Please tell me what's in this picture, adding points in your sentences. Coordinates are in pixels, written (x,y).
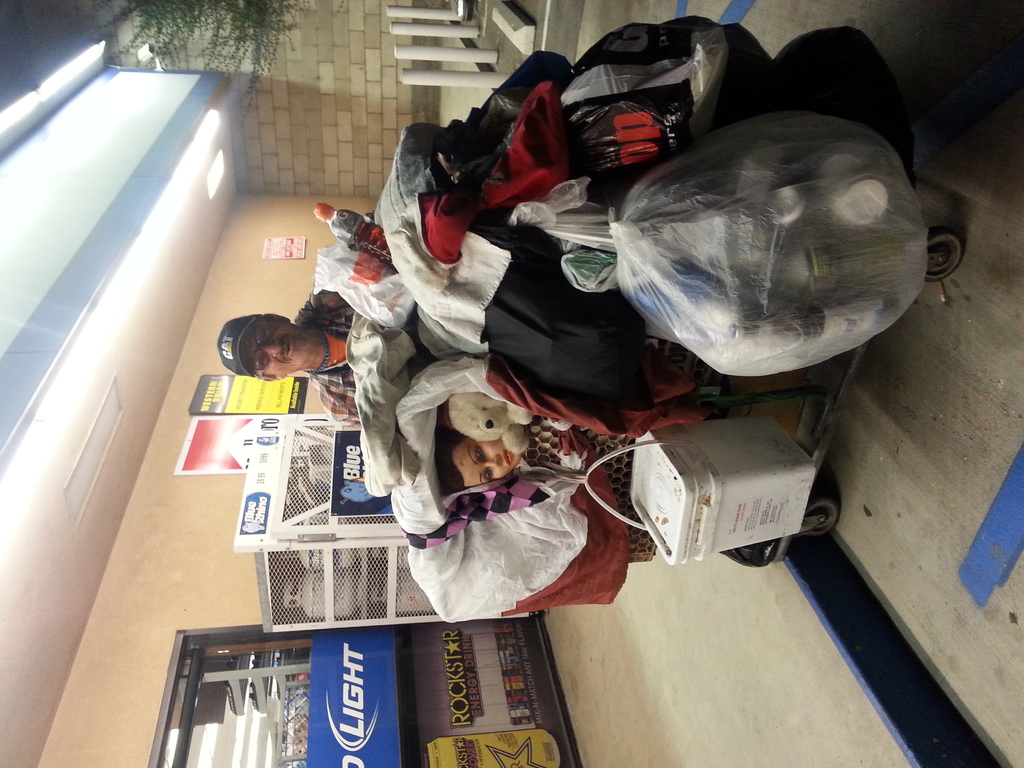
The image is inverted. On a trolley (540,592) there are many clothes (371,360), toys (501,443), basket (716,451), polythene bags (618,221) are there. A person (346,386) is standing behind the trolley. He is wearing cap (224,341). In the bottom (266,575) there are racks (290,683). On the roof (157,333) there are lights (213,149). In the background (264,80) there is wall (244,100).
